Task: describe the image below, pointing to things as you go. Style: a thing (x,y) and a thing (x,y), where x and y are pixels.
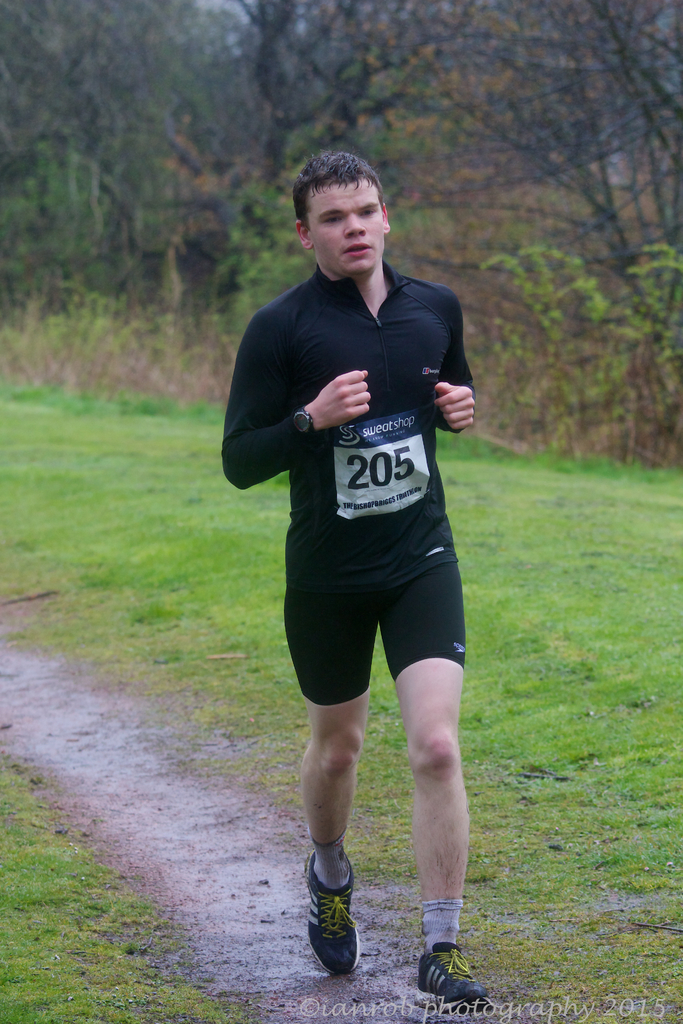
In this image a person (274,403) is running on the path (322,985). Background (572,427) there are few plants (225,308) and trees (211,149) on the grassland (197,605).
